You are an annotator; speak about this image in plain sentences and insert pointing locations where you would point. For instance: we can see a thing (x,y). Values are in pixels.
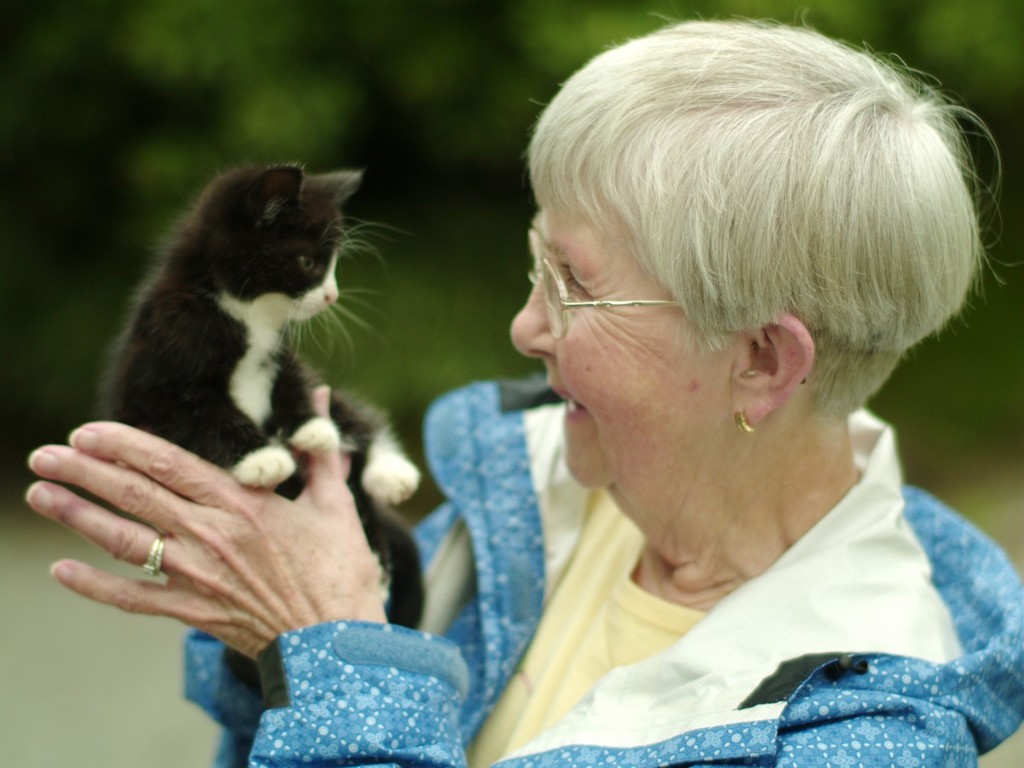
As we can see in the image there is a woman (515,443) holding black color cat (244,376) and the background (365,82) is blurry.
